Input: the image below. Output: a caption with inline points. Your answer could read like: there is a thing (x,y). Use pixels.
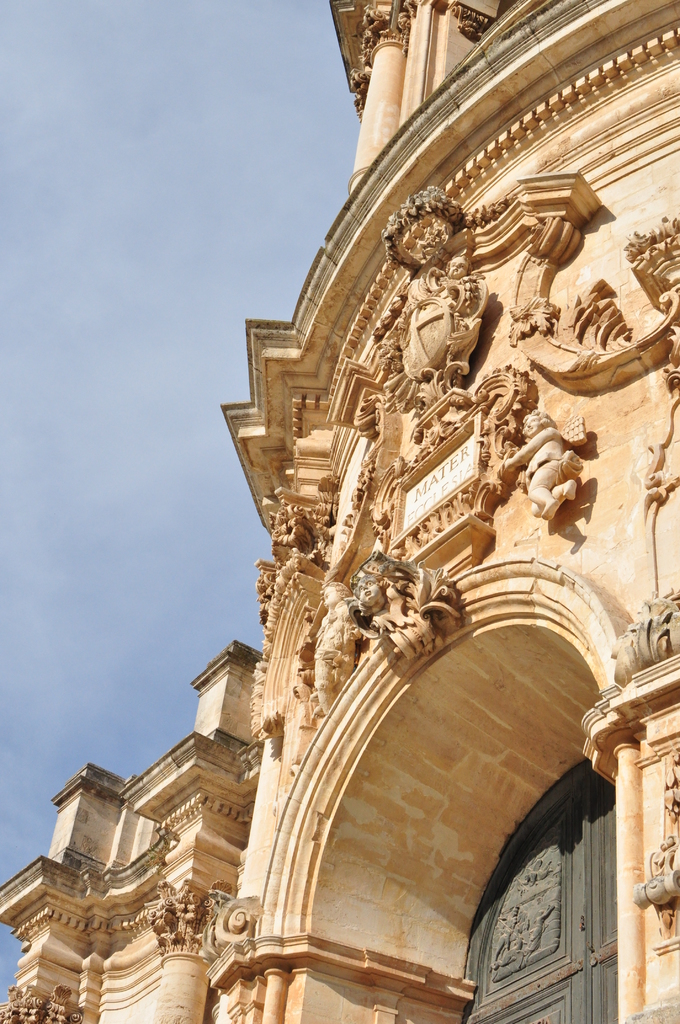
In this image we can see a building (521,791) and sculptures (424,447) engraved on it. In the background (191,223) there is sky (102,250).
